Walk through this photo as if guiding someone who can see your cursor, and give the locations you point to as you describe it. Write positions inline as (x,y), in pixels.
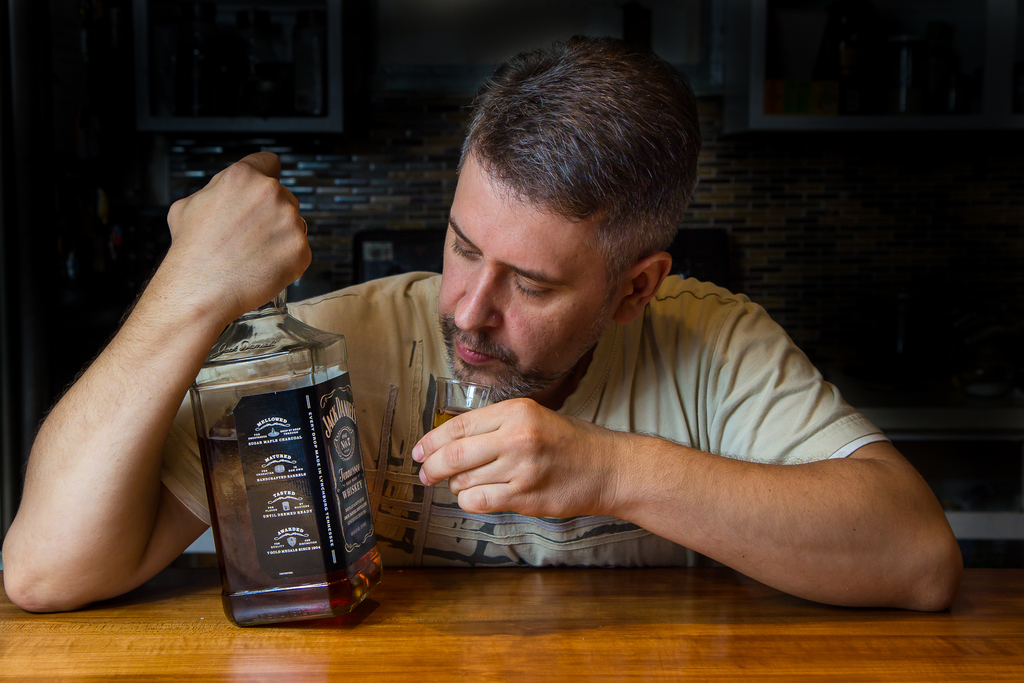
In this picture we can see a man (571,367) who is holding a glass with his hand (485,455) and a bottle (213,394) with another hand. This is table (558,644). On the background (785,290) we can see a wall (896,247). And this is cabinet (248,61).
